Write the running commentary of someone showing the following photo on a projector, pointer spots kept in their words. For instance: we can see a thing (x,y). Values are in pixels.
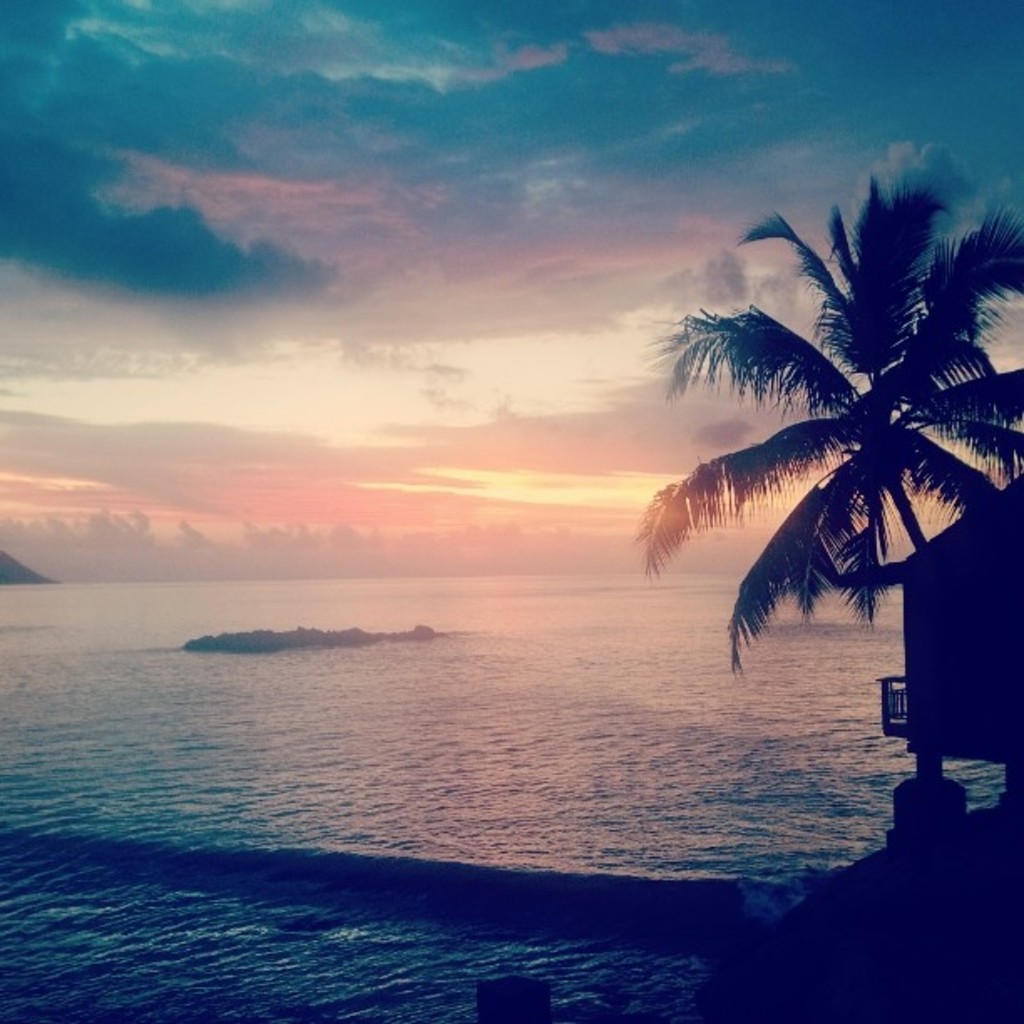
In this picture I can see the ocean (579,635) and mountains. At the top (327,163) I can see the sky (442,138) and clouds (84,222). On the right (918,472) there is hut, beside that there is a tree (851,416).
